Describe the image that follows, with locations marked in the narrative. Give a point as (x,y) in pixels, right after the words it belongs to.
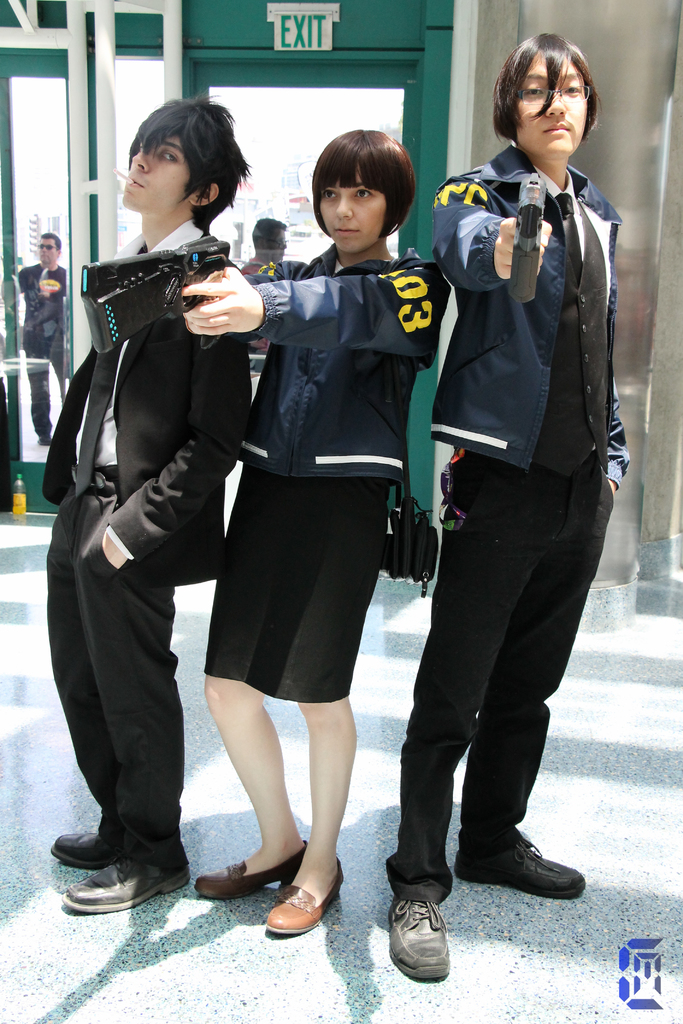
In this picture there are two people (378,480) standing and holding the gun (137,331) and there is a man (145,466) standing. At the back (253,182) there are doors (253,182) and there are two people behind the door (283,170) and there is a board (284,37) and there is text (297,34) on the board (287,35) and there is a pillar (647,3). At the top (139,81) it looks like a sky (143,71). At the bottom (612,1006) there is a bottle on the floor (180,895). At the bottom right (630,958) it looks like a logo (652,1005).
